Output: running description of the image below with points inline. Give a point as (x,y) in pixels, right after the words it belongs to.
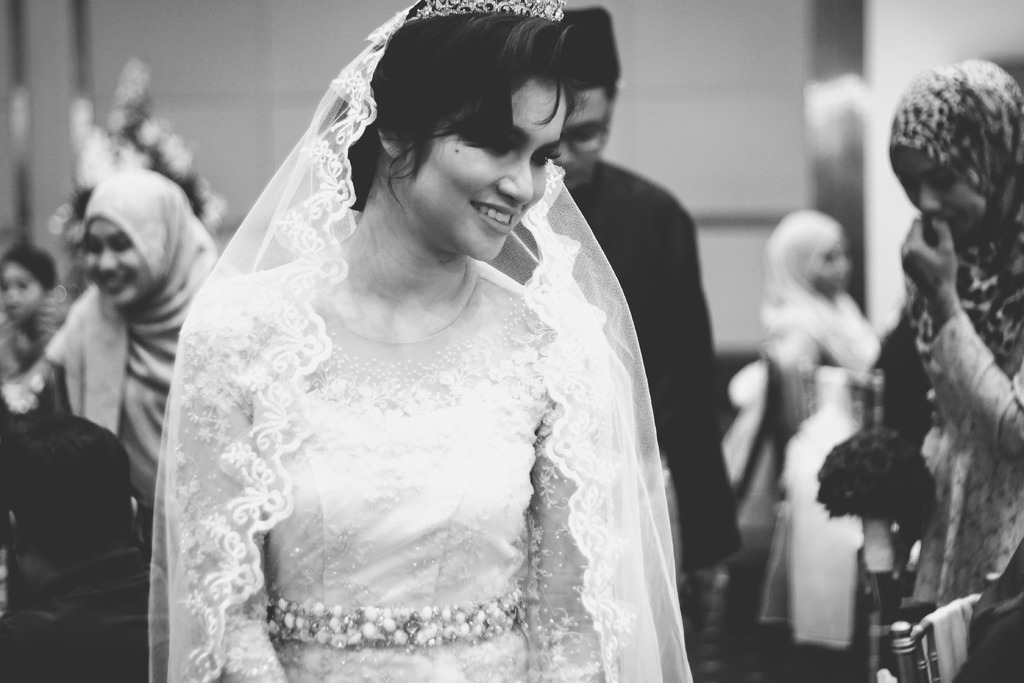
This is a black and white image. We can see a woman (393,432) with a veil (288,314). Behind the women (306,373), there are people (101,329) and a blurred background (714,180).
